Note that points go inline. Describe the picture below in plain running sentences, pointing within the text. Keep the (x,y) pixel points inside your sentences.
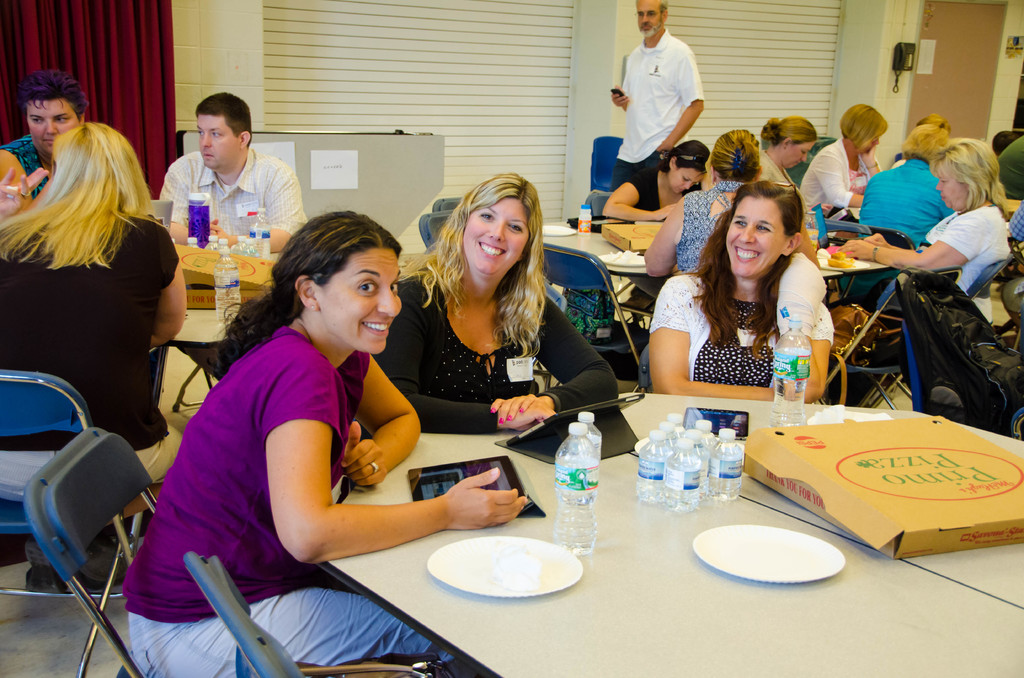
In this picture we can see all the person (560,317) sitting on chairs (949,270) in front of a table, smiling and talking. On the table (522,646) we can see gadget (477,459), plates (724,557), pizza box (899,484), water bottles (735,466). On the background (898,57) we can see telephone (911,57), curtain (135,54). We can see a man (654,85) wearing a white shirt (627,89), holding a mobile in his hand (621,102) and standing near to the table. This is a floor (32,642).
